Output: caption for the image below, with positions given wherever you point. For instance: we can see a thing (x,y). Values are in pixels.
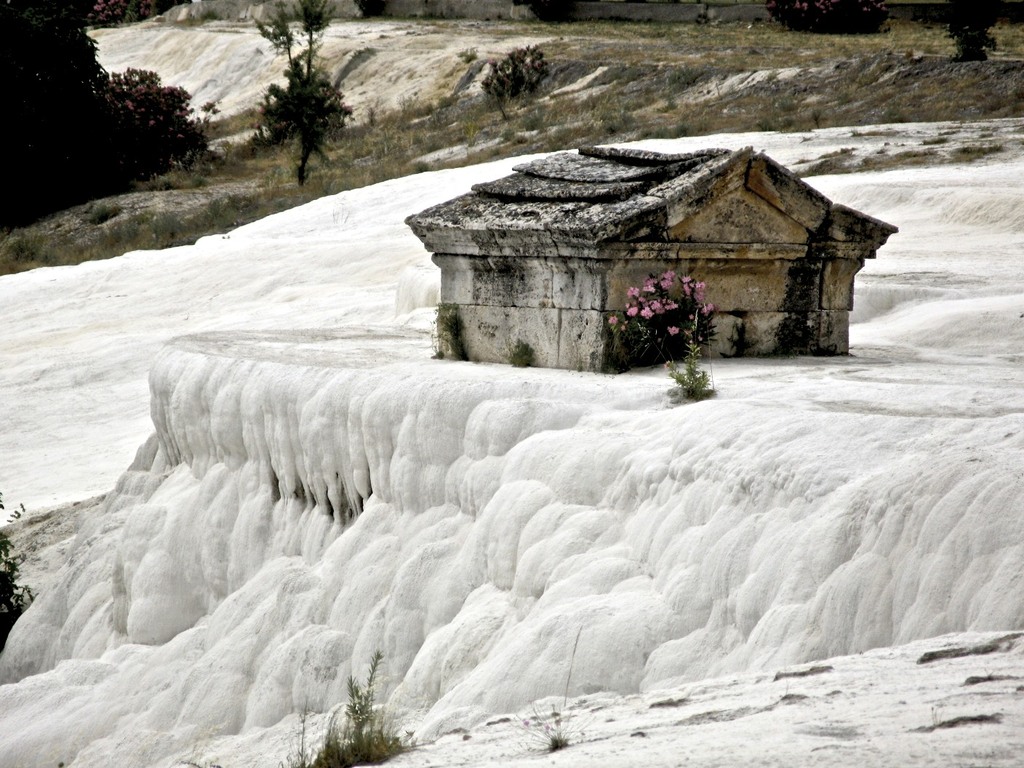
In this image we can see the white mineral deposits (527,486) on the ground (679,467) and there is a stone structure (489,305) in the middle of the image (522,307). We can see some plants (29,148) and flowers (129,70).
